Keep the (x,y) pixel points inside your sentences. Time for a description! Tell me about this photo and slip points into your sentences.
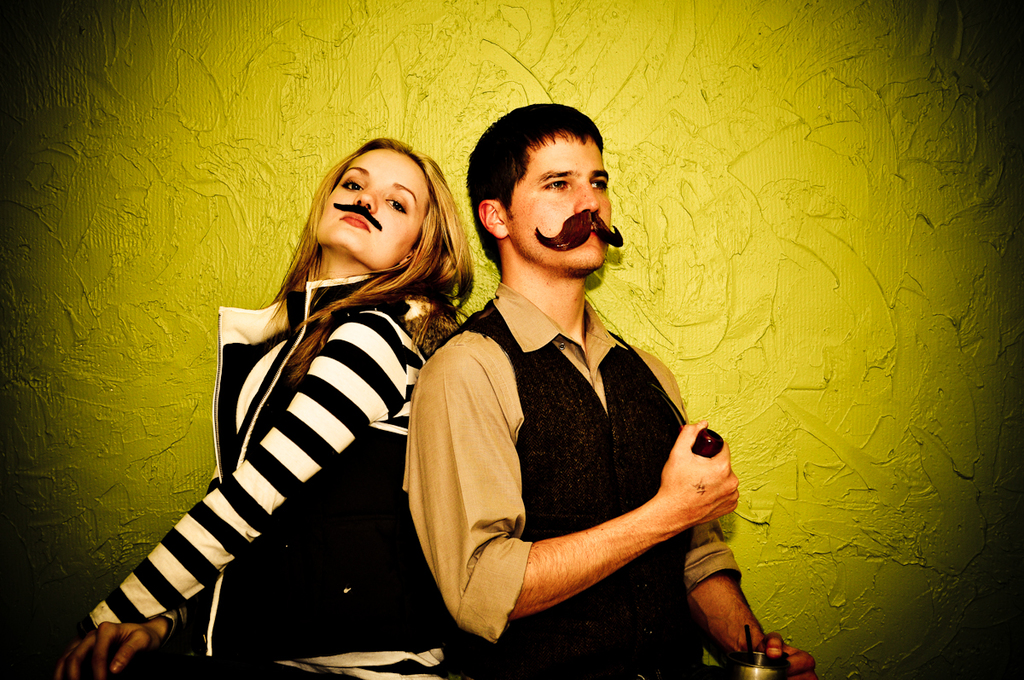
In this images we can see a man (471,368) and a woman (388,359) are on the right (708,555) and left side (318,336) respectively and the man (715,571) is holding objects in his hands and both of them have mustaches (546,247). In the background (185,230) we can see painting (266,243) on the wall (599,284).
